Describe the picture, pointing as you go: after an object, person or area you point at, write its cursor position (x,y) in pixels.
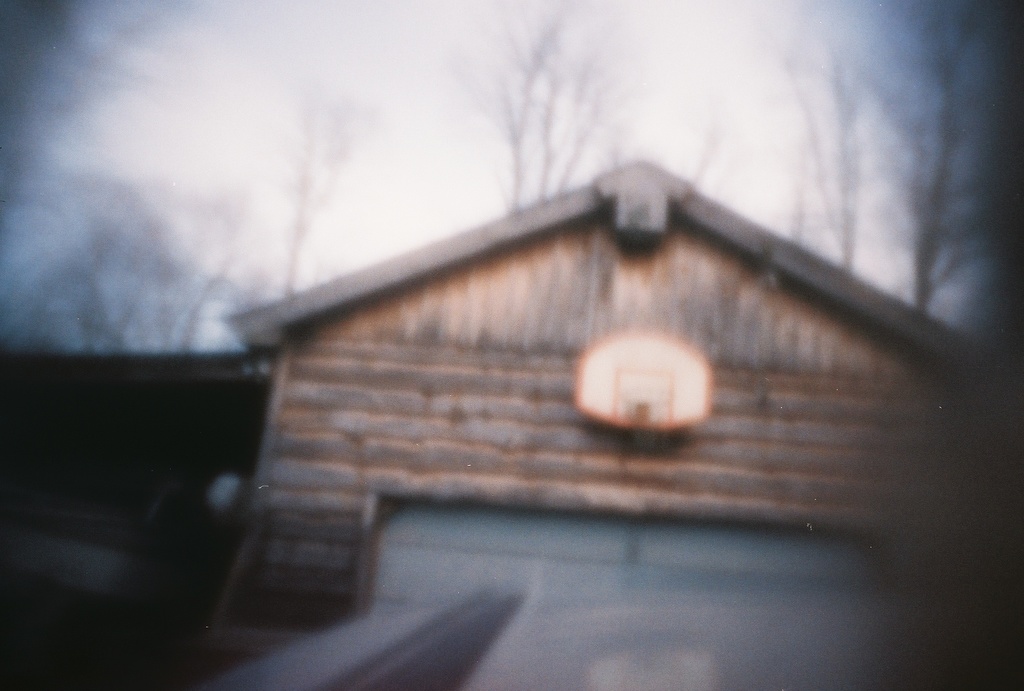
It is a blur image. In this image, we can see house (599,474), trees (943,87) and sky (467,82).
